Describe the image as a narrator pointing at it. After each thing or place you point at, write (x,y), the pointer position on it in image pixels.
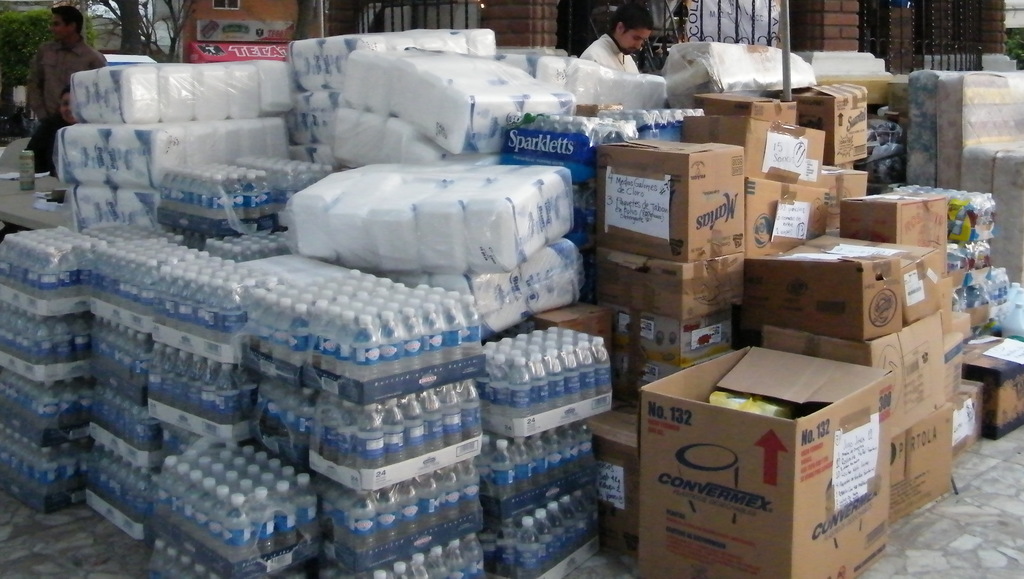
In this image I can see carton boxes (715,332), bundles of tissue rolls (514,217), bottles (451,384) and packets (984,260). In the background (182,45) I can see three persons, trees (138,39), wall (189,25) and a fence (927,41). This image is taken may be during a day.
